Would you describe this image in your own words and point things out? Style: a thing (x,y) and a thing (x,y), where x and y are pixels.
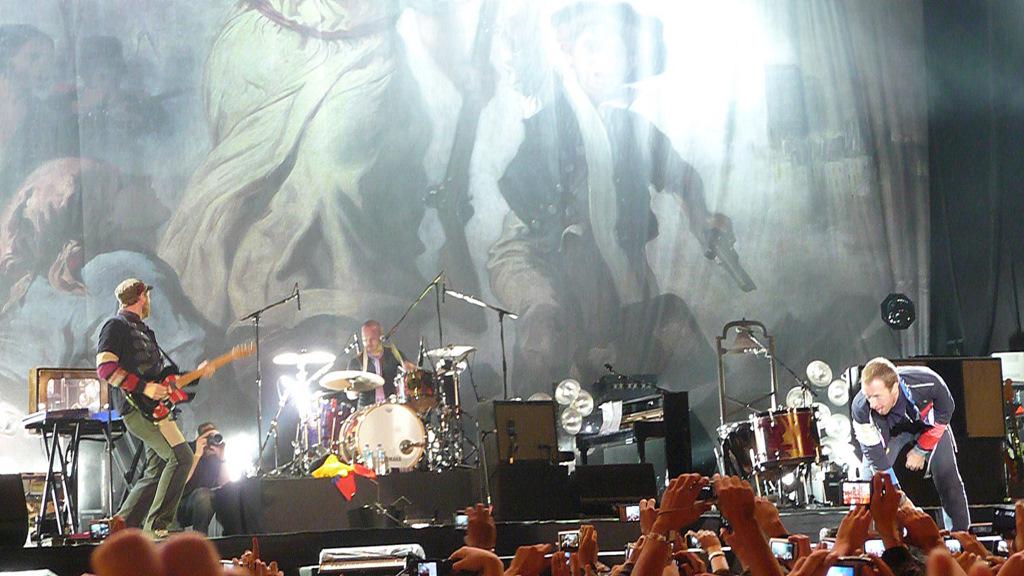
This image consists of many people (126,385). In the front (130,301), there are few persons (147,292) playing music. On the left (145,421), there is a man (149,437) playing guitar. In the background (133,164), we can see a curtain (417,278) on which there are pictures (284,222) of persons (239,188). At the bottom (152,570), there is a huge crowd (973,560). In the front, we can see many musical instruments (290,358).
